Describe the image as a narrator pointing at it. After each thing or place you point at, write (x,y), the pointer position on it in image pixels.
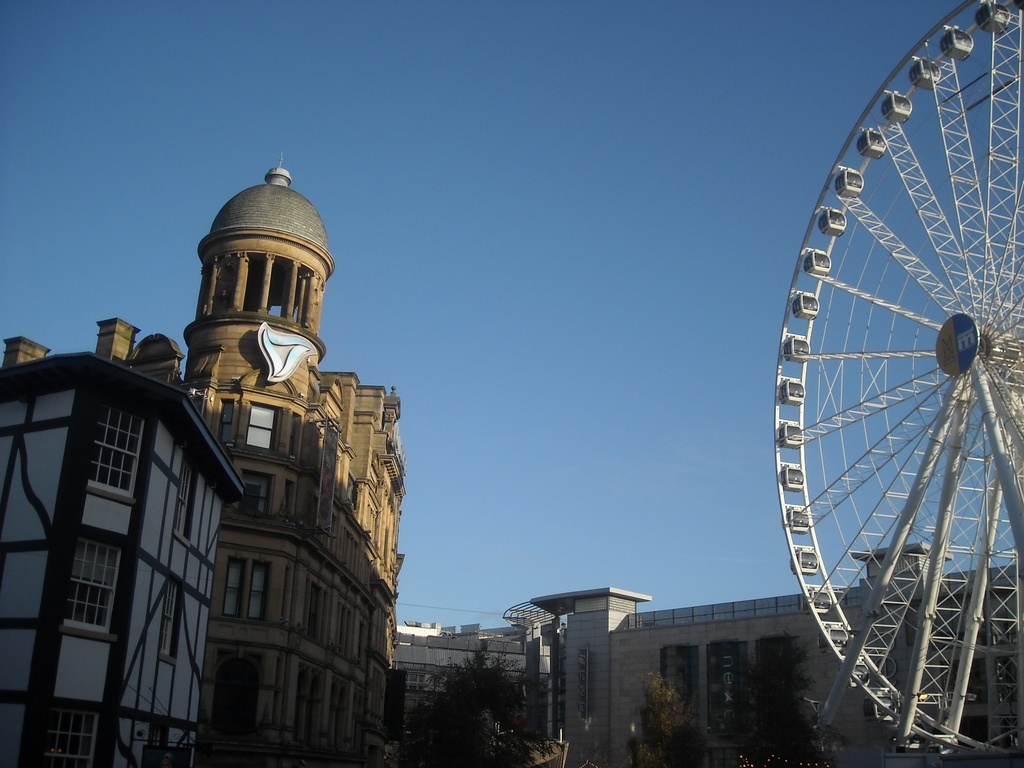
In this image there are buildings (291,688), trees (665,680) and a giant wheel (952,467). In the background (622,409) there is the sky (564,400).
